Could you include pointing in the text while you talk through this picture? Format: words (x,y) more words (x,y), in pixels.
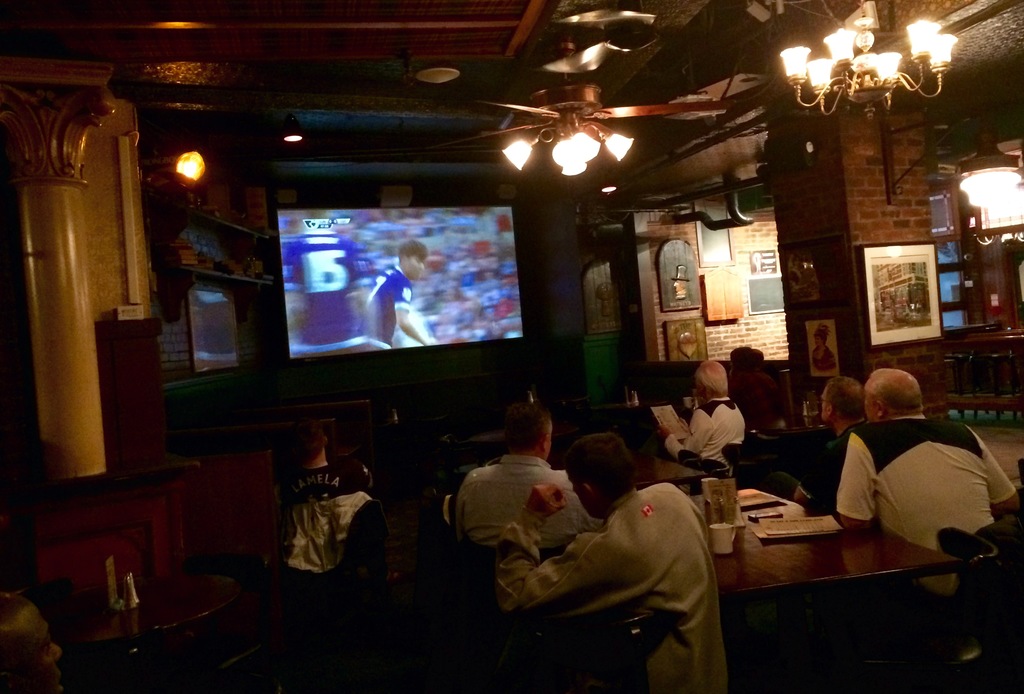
In the center of the image (611,456) we can see a few people (938,461) are sitting and they are in different costumes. Among them, we can see one person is holding some objects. And we can see tables (788,576) and chairs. On the tables (788,575), we can see one glass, papers (801,521) and a few other objects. At the bottom left side of the image (17,630), we can see a human head (40,642). In the background (346,364) there is a wall (526,195), monitor (387,216), frames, pillars (872,238), lights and a few other objects (957,253).
